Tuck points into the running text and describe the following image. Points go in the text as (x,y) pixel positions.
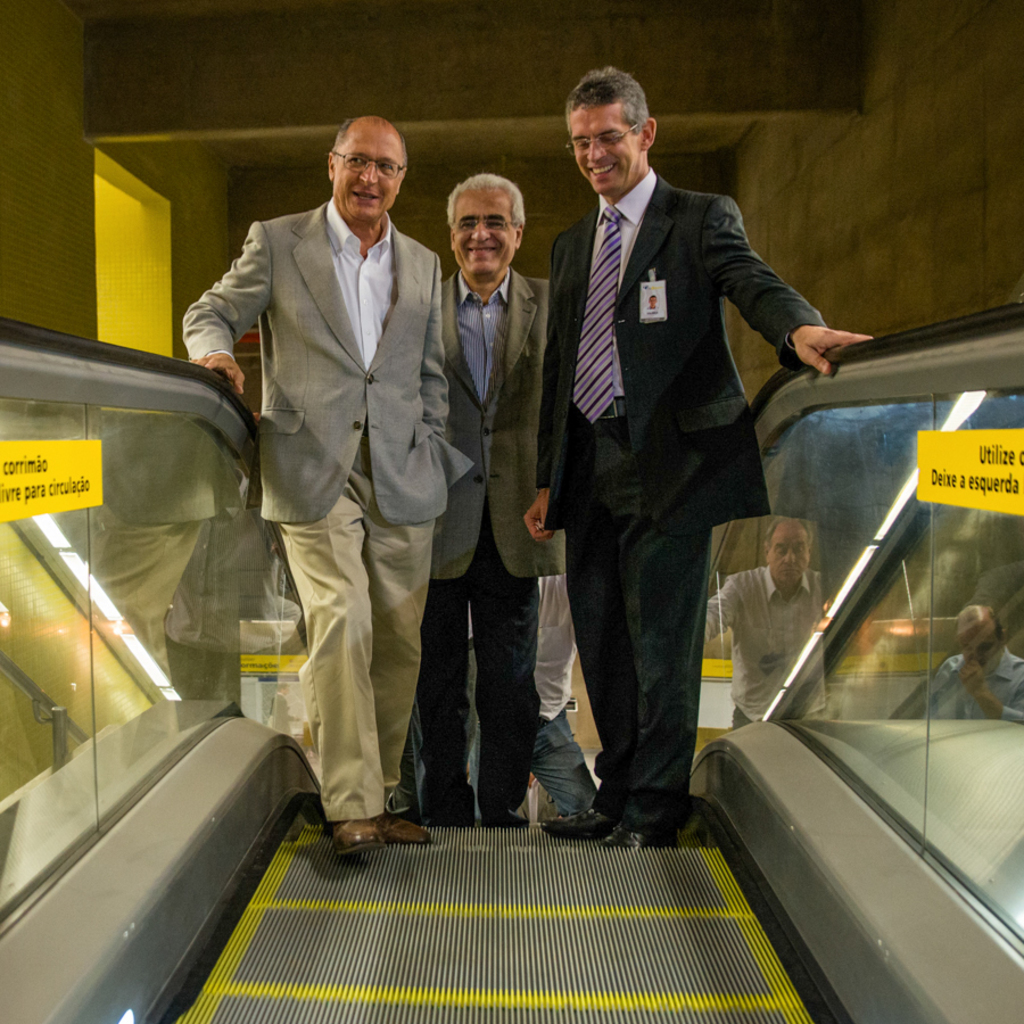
In the image we can see three men (397,432) standing, they are wearing clothes (384,669), shoes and spectacles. Here we can see escalator (679,937) and a poster (24,481). Here we can see the glass wall (860,608), on the glass wall (874,693) we can see the reflection (813,670) of other people (789,660) and the wall (943,185).
